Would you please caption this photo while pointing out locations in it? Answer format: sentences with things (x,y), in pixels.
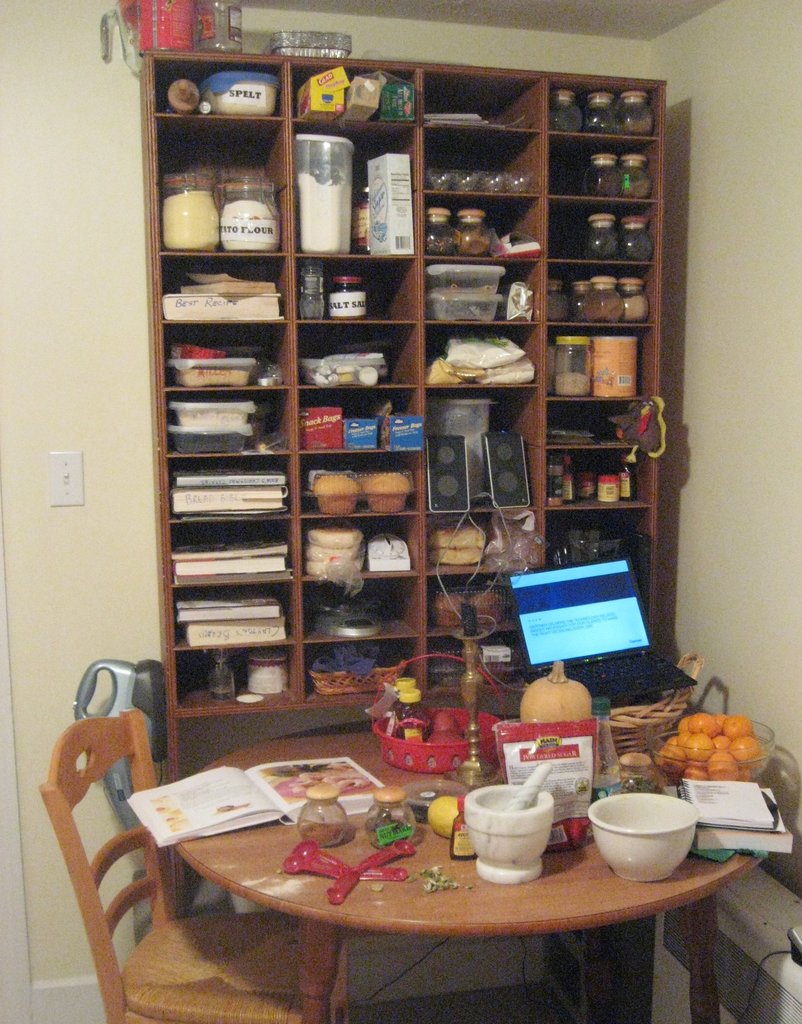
Bottom of the image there is a table (328,975), On the table (719,878) there are some products (648,864) and fruits (693,730). Bottom left side of the image (244,986) there is a chair (244,986). In the middle of the image (400,514) there is a rack (532,114), On the rack (544,124) there are some food products (350,312). In the middle of the image (535,594) there is a laptop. Top of the image (109,263) there is a wall (668,48).
